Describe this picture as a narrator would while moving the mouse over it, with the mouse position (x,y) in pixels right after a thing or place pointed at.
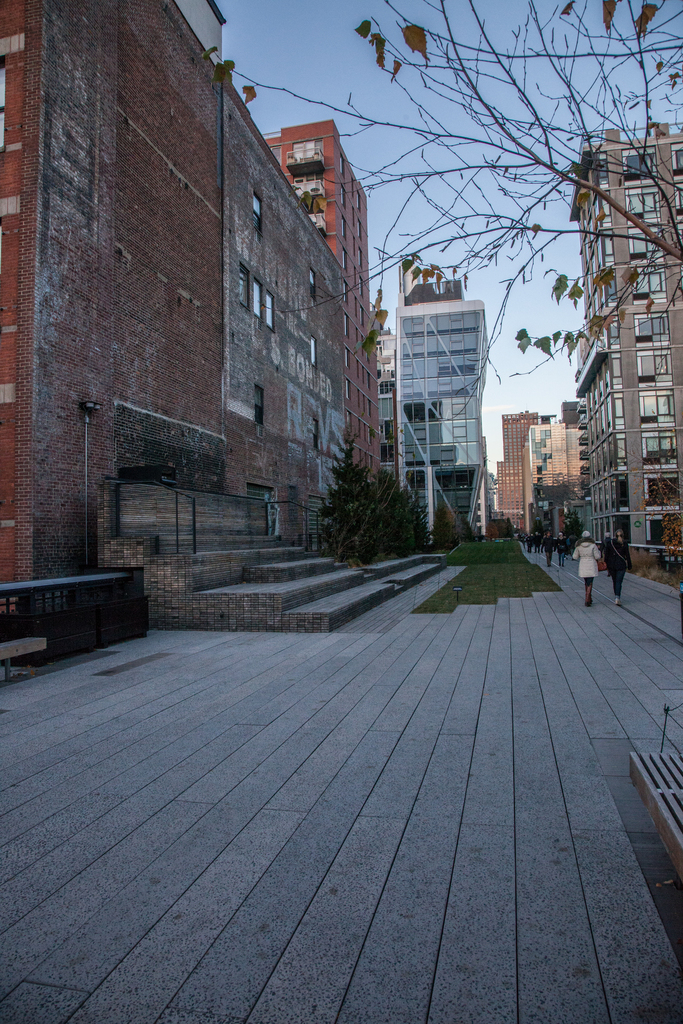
In this image, we can see so many buildings (333,431) with walls (193,351), windows (424,409). Here we can see trees (336,556), grass (464,586), stairs (323,587), walkway (527,705). Right side of the image (620,532), we can see a group of people (594,575). Background (340,70) there is a sky (320,63).
